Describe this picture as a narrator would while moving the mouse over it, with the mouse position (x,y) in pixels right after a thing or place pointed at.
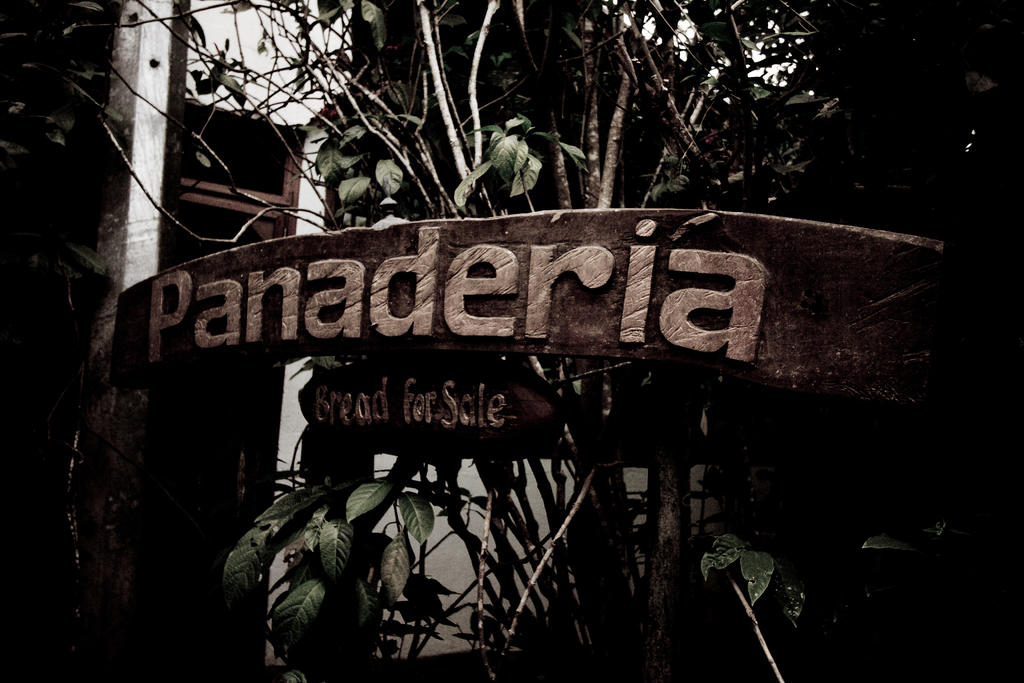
In this picture I can observe a board (272,312). There is a carving (383,293) on this board (244,304). In the background (302,536) there are trees (730,27). This is a dark picture.
